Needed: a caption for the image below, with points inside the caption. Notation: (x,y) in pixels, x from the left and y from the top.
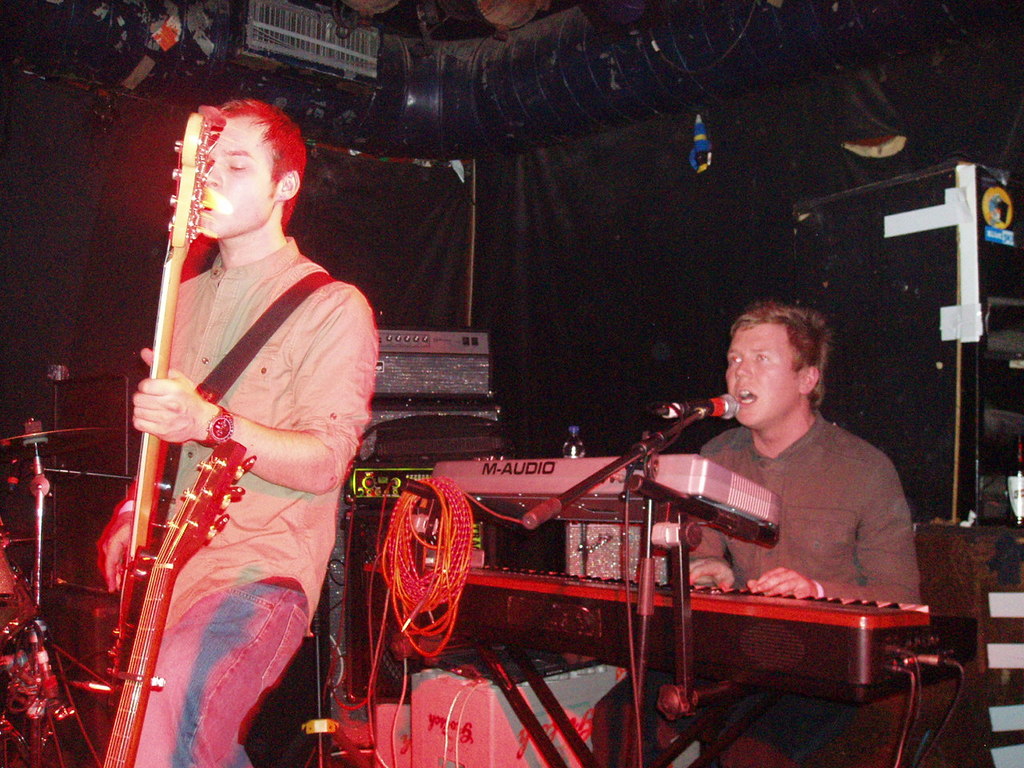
In this picture we can see one man (870,574) sitting and singing in front of a mike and also playing a keyboard (726,620). Here we can see one man (262,124) standing and playing a guitar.
